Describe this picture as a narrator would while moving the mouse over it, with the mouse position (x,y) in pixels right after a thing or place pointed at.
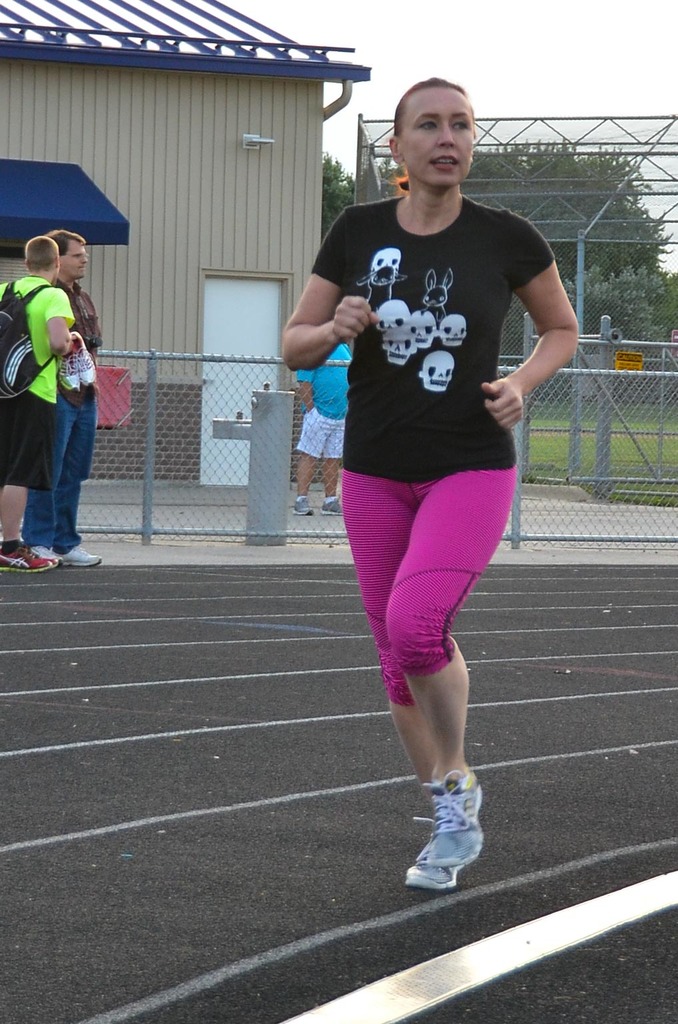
In this image I can see a person (468,107) jogging wearing black shirt (381,434), pink pant (403,579), white shoe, at back (524,10) I can see few other persons (96,364) standing, building (144,222) in cream color, trees (558,219) in green color, sky (535,17) in white color.
